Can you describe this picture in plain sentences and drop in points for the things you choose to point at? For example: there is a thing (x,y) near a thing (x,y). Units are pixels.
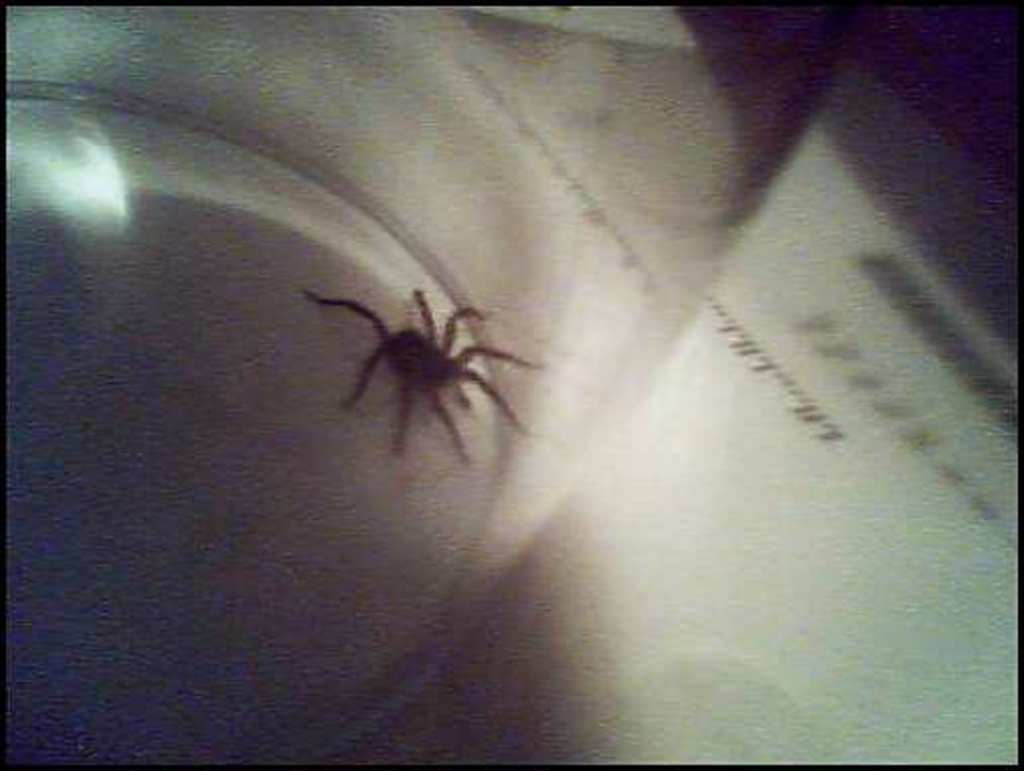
In this image there is a spider (396,358) on a surface (438,561). To the right (795,469) there is text (775,371) on the paper (809,379). The image is blurry.
